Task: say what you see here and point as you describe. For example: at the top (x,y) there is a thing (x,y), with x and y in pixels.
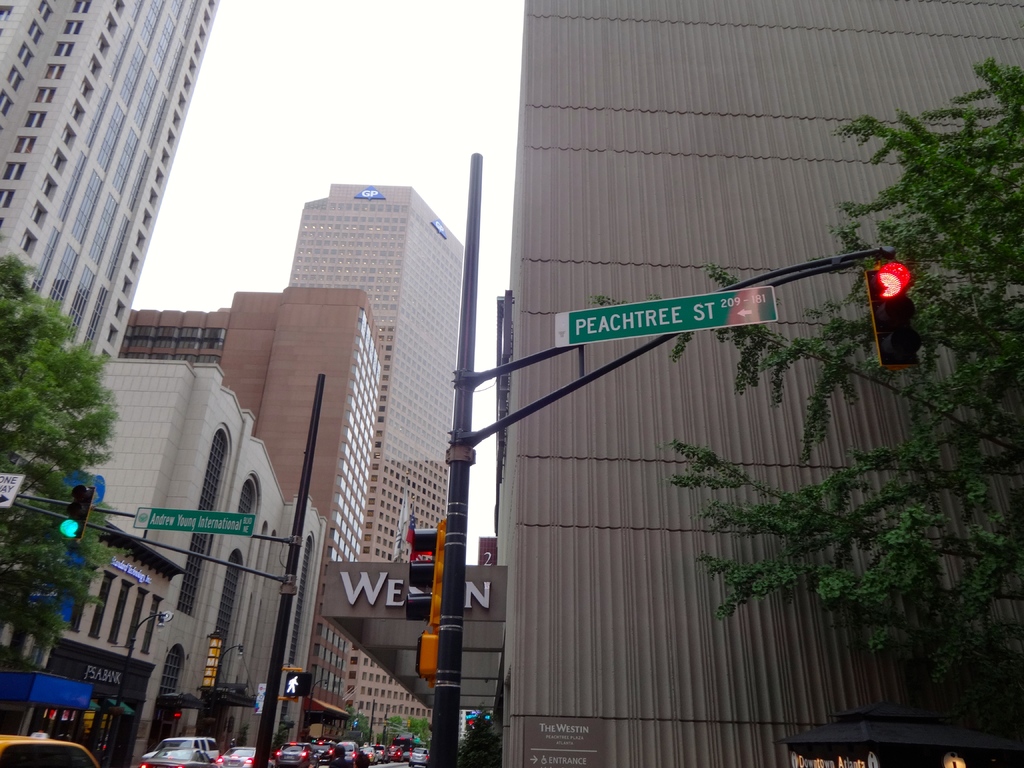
In this image, at the middle (466,404) we can see a black color pole (523,360), on that pole (504,372) there is a green color sign board (774,315) and there is a signal light (896,356), at the right side (703,478) there is a green color tree (911,538), we can see some buildings (544,312) and there are some cars (375,758), there are some poles (164,544) and sign boards (359,569), at the top (342,56) there is a sky (391,56).
